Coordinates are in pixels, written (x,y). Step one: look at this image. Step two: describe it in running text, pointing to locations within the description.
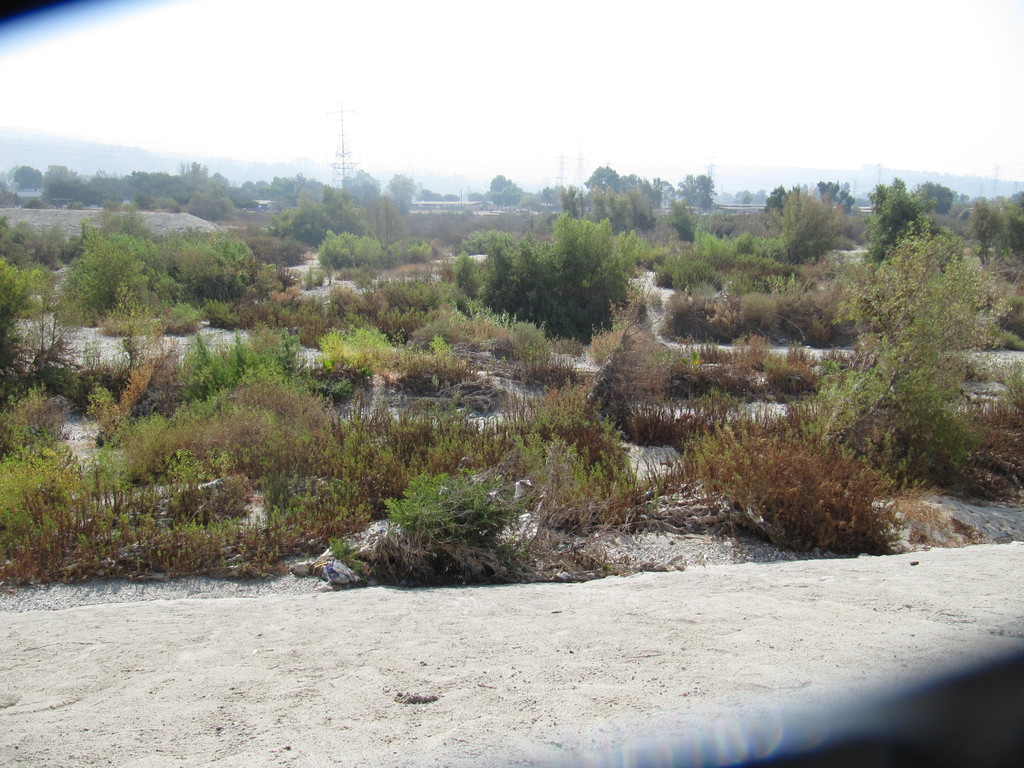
In this image, we can see some plants (560,247) and trees (911,320). There is a sky (451,96) at the top of the image (451,96).
